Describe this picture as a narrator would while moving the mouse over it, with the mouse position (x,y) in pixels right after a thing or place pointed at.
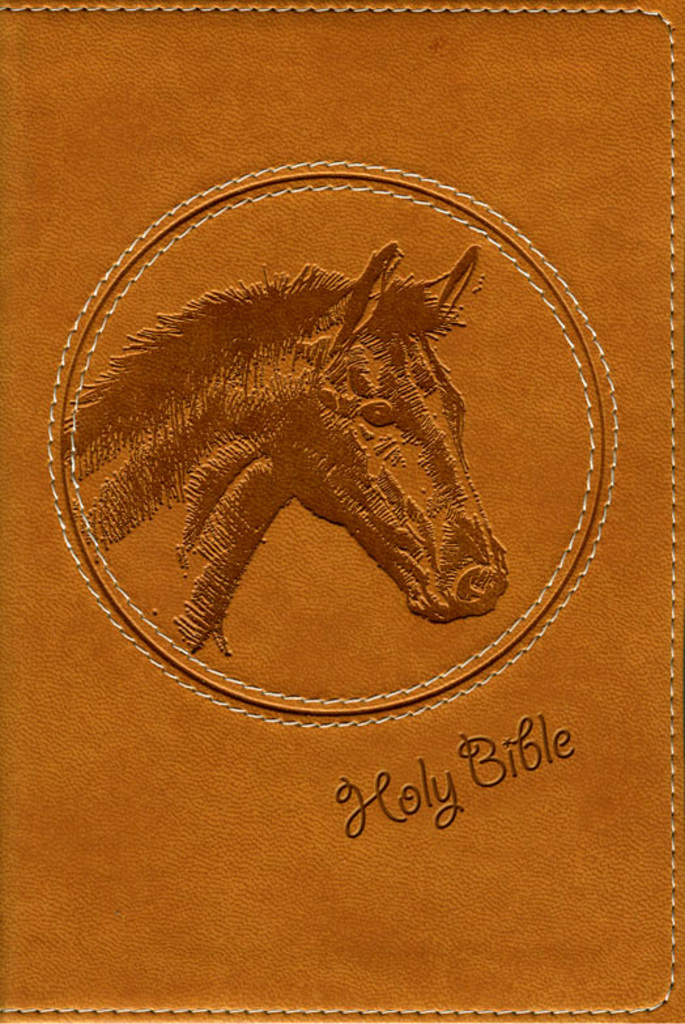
This is a picture of a book cover (55,634) or an object (289,193). In the picture we can see the picture of a horse (316,424) and there is text (444,806) also.
